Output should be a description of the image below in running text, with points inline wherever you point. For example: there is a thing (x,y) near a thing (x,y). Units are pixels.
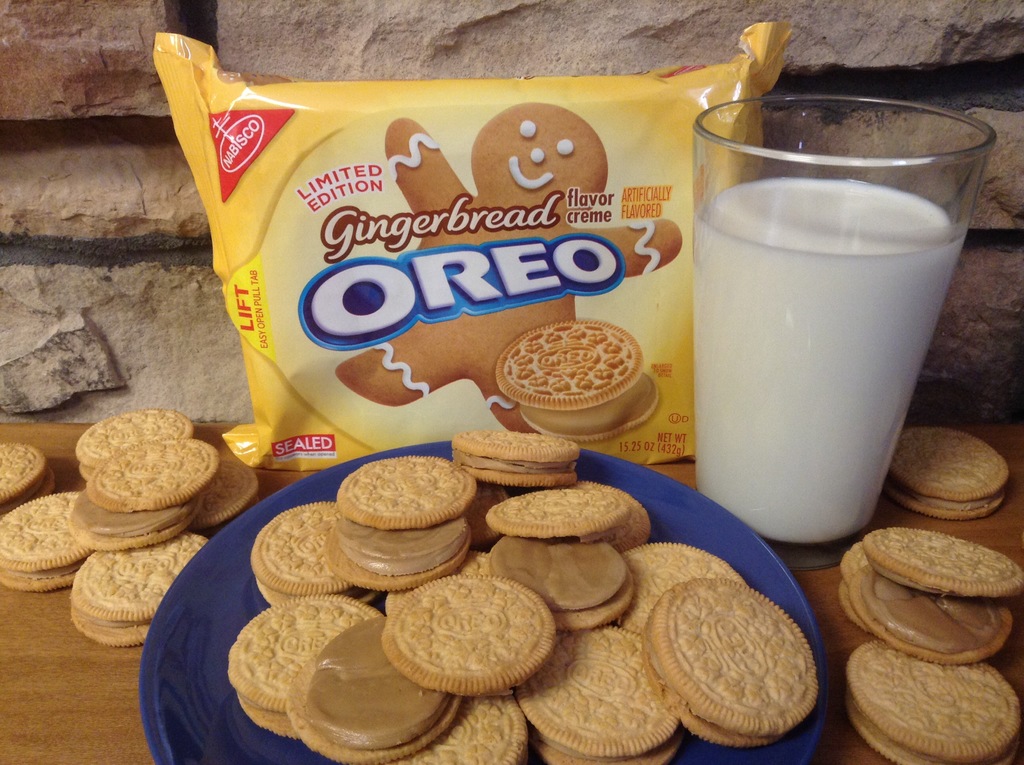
In this image I can see the blue color plate (187,643) with cream biscuits (442,619). To the side I can see the glass (797,350) with drink (817,288). In the back (436,213) I can see the biscuit packet (351,217) and the rocks (297,30). I can also see few more biscuits (65,540) to the side. These are on the brown color surface (43,704).
